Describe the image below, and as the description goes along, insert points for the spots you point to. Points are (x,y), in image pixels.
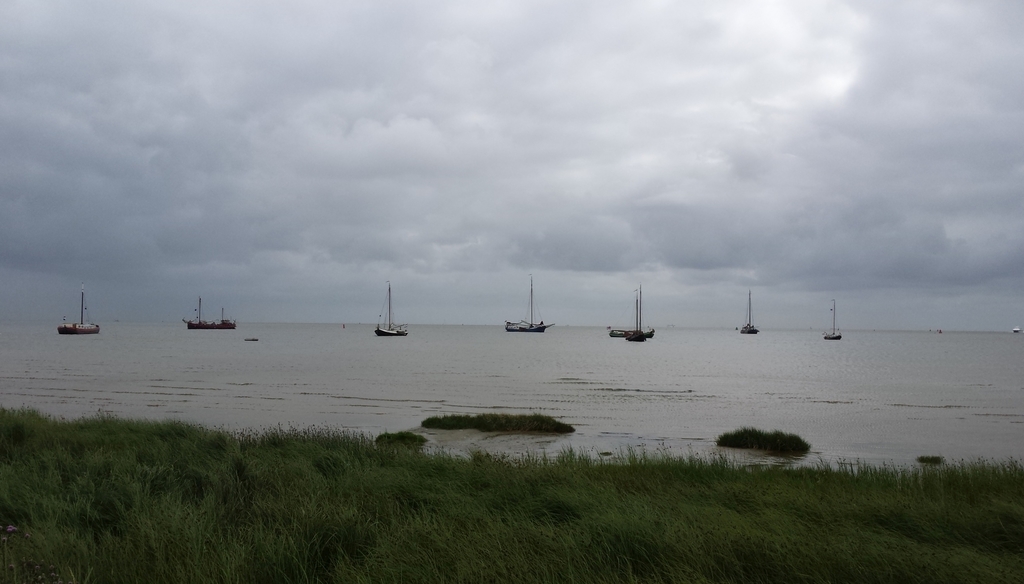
In this image I can see boats (389,332) on water (545,352) and here I can see the grass (353,525). In the background (383,175) I can see the sky (369,189).
